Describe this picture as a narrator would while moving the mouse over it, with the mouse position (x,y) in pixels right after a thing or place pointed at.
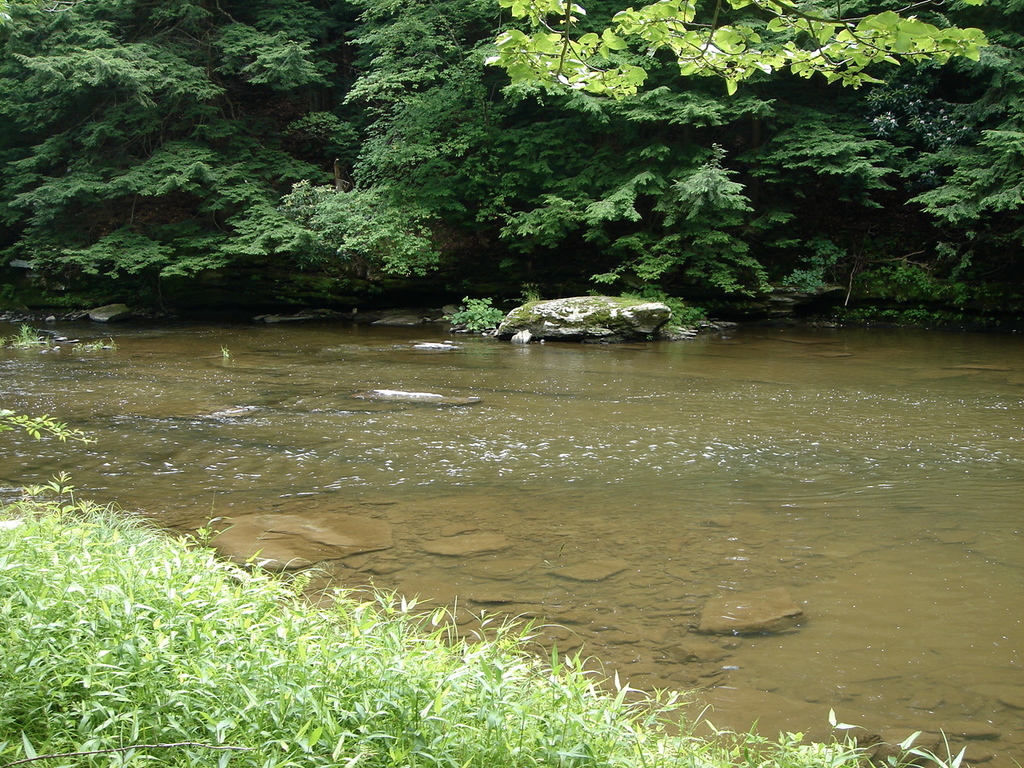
In this image there is a lake (431,458), in front of the image there is grass (202,653), in the background of the image (411,261) there are trees (280,140) and there are rocks (589,307).
